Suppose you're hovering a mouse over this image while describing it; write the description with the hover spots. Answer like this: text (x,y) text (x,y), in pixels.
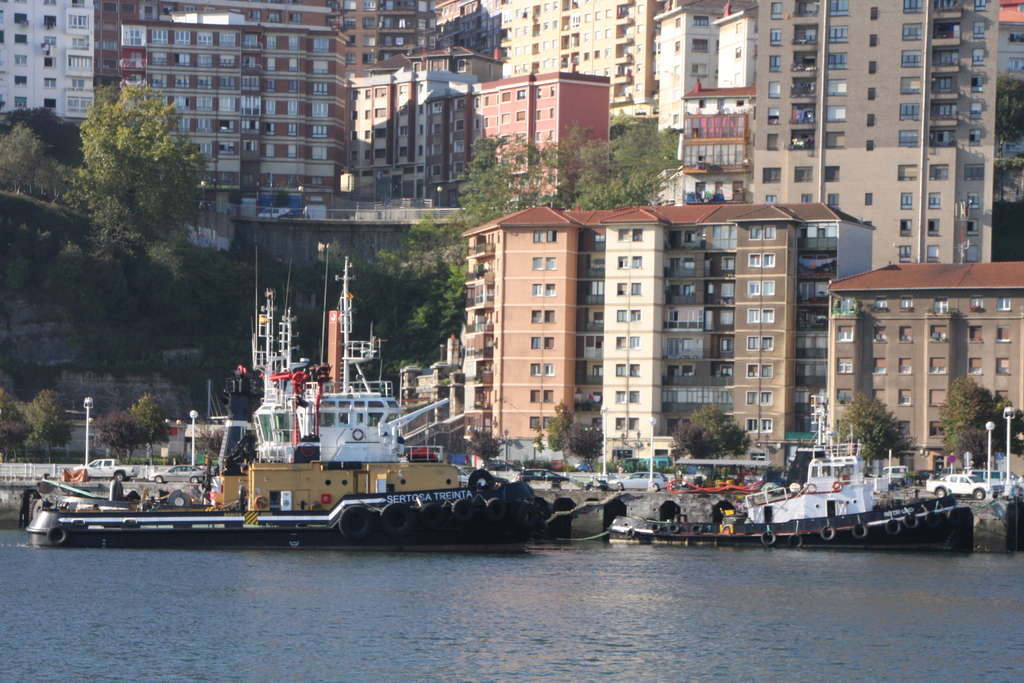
In this picture there is water (401,596) at the bottom side of the image (532,588) and there are ships (327,447) in the center of the image (342,435), on the water (23,587), there are trees (45,253) and skyscrapers (503,90) in the background area of the image (503,90).
